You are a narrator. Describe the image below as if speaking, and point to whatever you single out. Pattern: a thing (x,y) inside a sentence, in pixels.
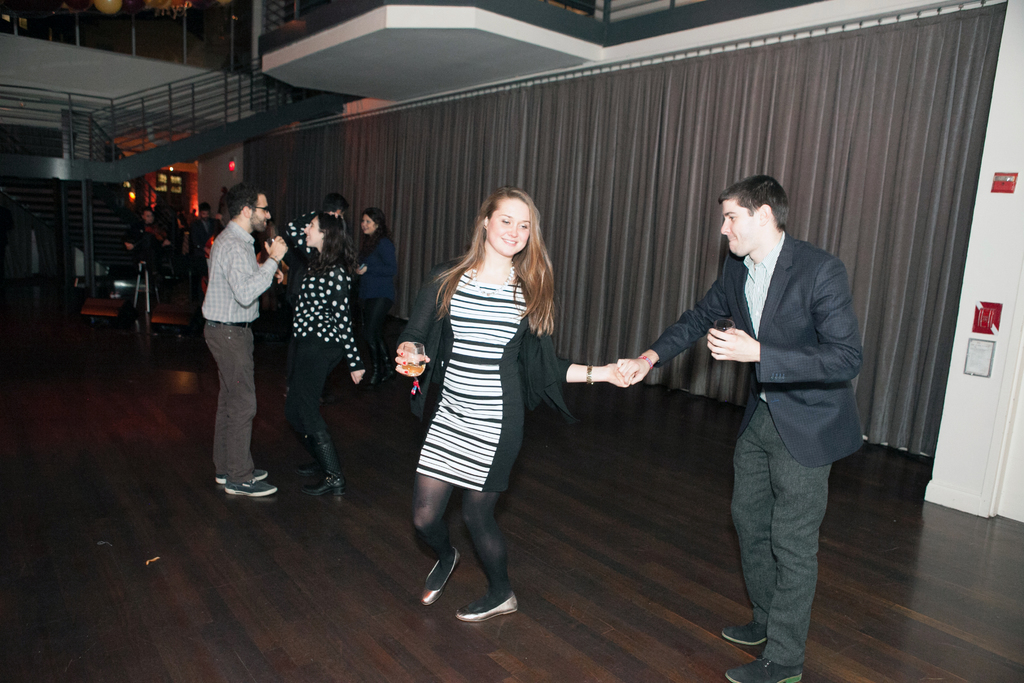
In this picture we can see there are groups of people (234,403) dancing on the floor (378,567). A woman (417,480) is holding a glass (415,357). Behind the people (344,265), there are curtains (295,175) and lights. On the right side of the image (989,326), there are some objects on the wall (1019,356). On the left side of the image (176,121), there is a staircase (64,111). At the top of the image (186,38), there are some other objects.
